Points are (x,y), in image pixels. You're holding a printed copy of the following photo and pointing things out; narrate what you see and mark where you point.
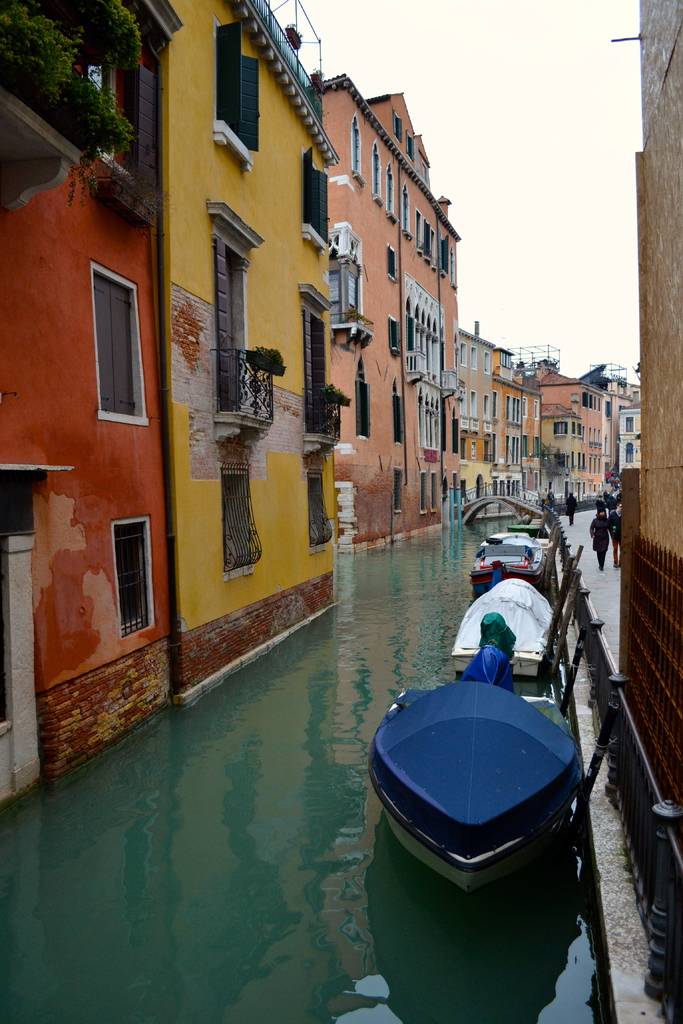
In this image I can see few boats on the water (460,985), I can also see few buildings (205,450) in orange, yellow and pink color, plants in green color and the sky (457,121) is in white color.
